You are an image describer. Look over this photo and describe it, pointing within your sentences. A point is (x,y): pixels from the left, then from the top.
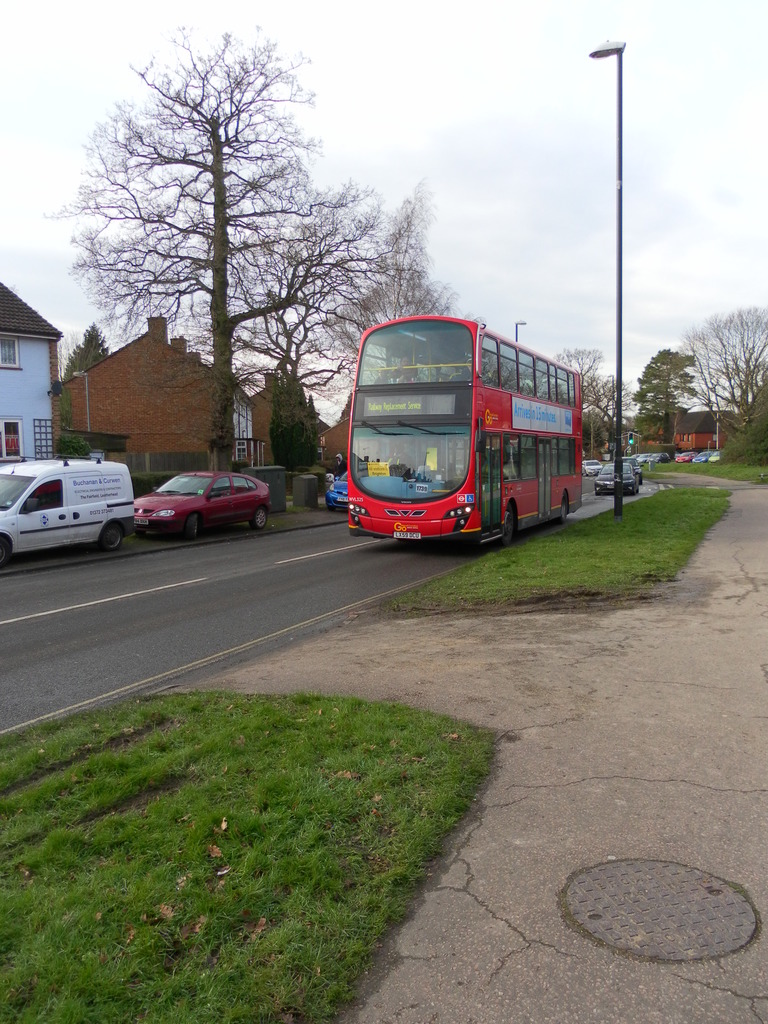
The picture is taken outside a city. In the foreground of the picture (109,1011) there are dry leaves (190,876), grass (414,738) and footpath (592,740). In the center of the picture (298,389) there are houses (695,421), trees (658,394), street lights (618,477), cars (607,485) and a bus (443,372). Sky (481,134) is cloudy.
